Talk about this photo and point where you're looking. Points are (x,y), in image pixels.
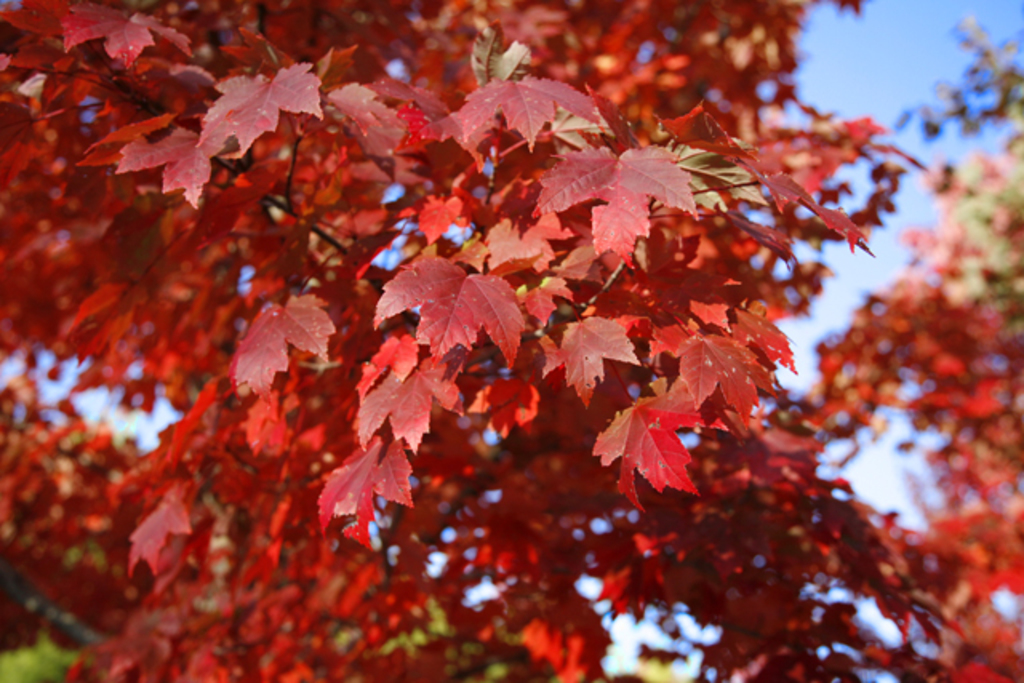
In the picture we can see a tree (374,425) with a maple leaves (655,425) which are red in color and besides also we can see some leaves (860,334) and in the background (880,63) we can see a sky (863,167).
